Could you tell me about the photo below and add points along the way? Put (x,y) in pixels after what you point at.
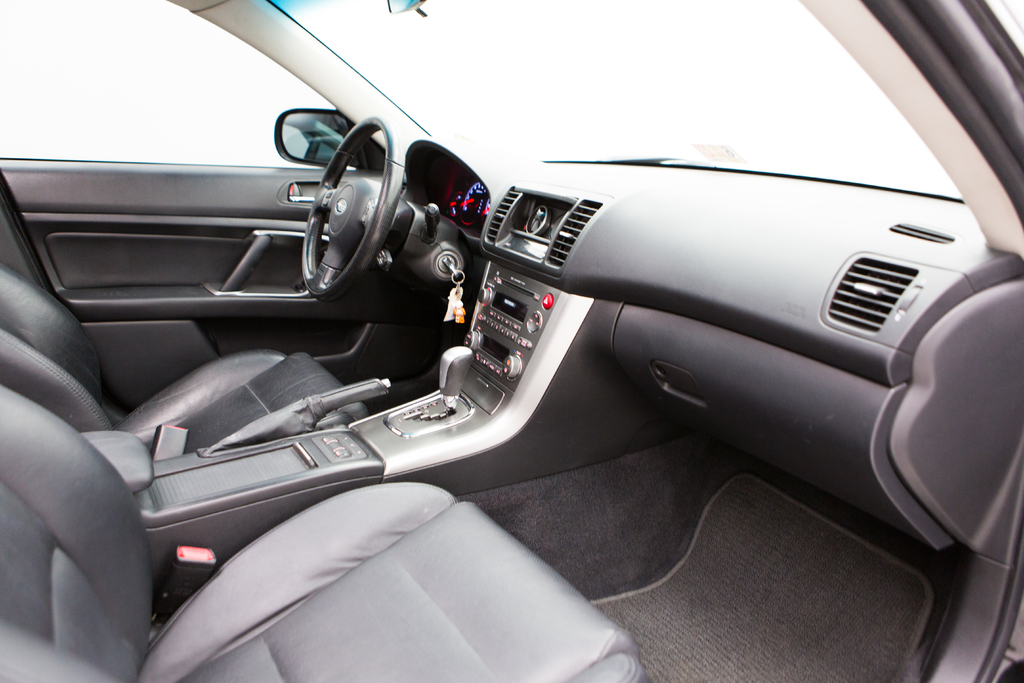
In the picture we can see inside the car (995,335), inside we can see a steering (345,187), key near it and a gear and hand brake (206,450) and seats (16,450) and side mirror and music systems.
